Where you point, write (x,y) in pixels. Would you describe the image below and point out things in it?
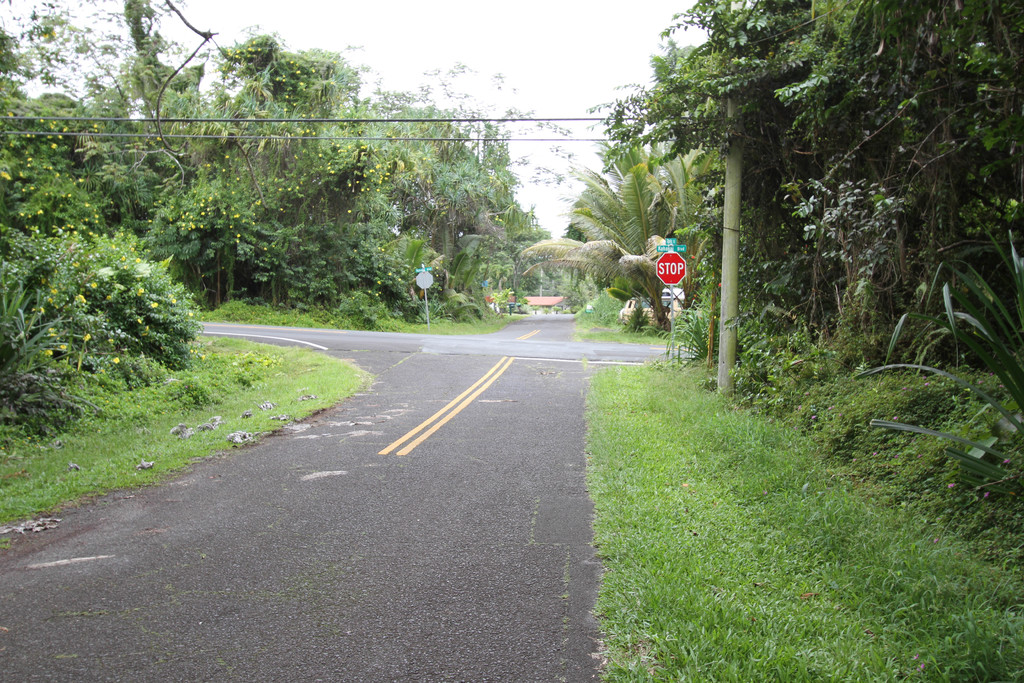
In the picture we can see a cross road (551,366) and on the four corners (30,437), we can see a grassy path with plants (718,299) and trees (703,129) and on the grass path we can see a pole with a stop board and in the background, we can see a house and on the top of it we can see some wires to the pole (732,277) and sky (584,81).
